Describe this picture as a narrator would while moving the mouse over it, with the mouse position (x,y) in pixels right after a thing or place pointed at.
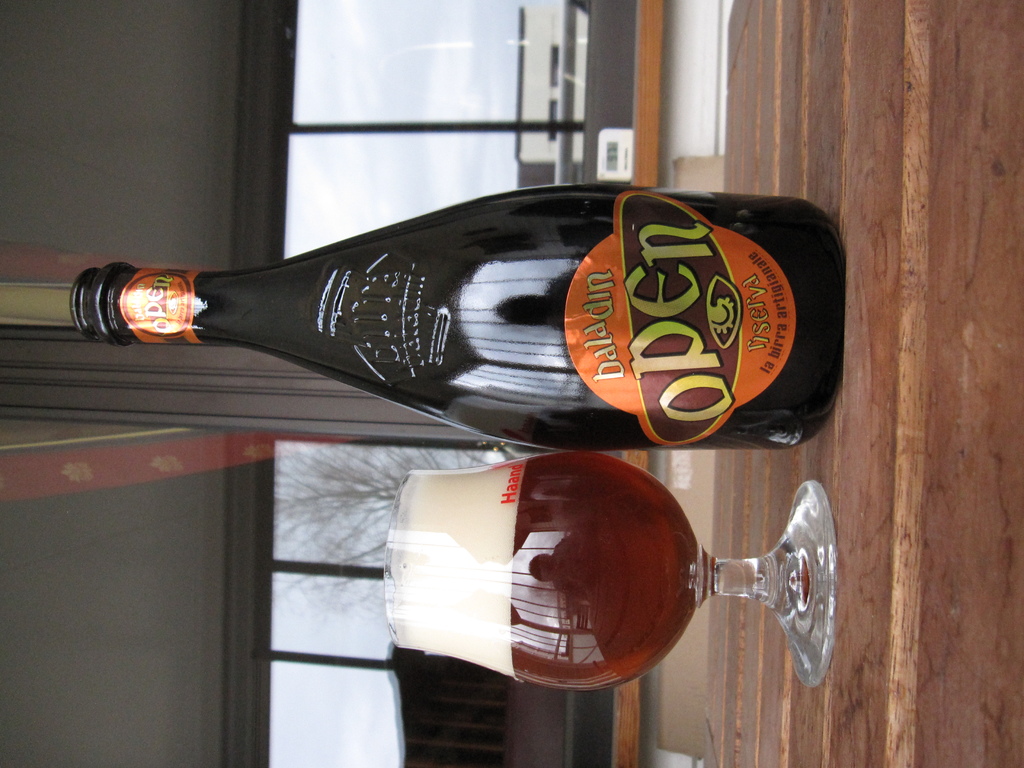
There is a bottle (402,304) with label (669,313) on it. Near to the bottle (563,436) there is a glass (567,550) with liquid (681,621). In the back (301,540) there are glass windows (292,527). On that we can see a tree (335,488).
